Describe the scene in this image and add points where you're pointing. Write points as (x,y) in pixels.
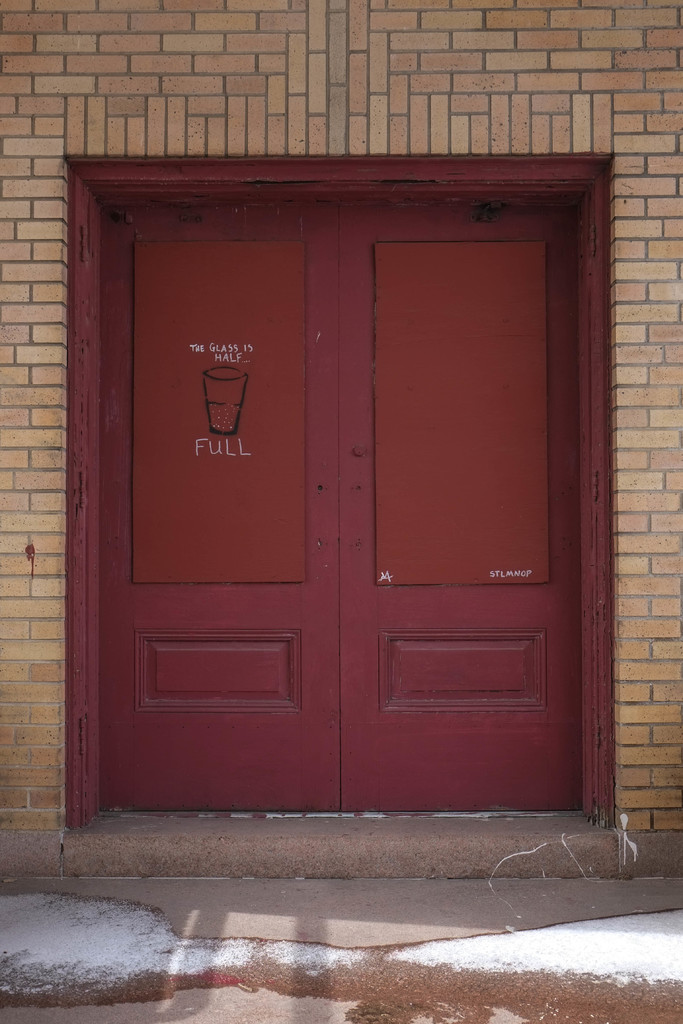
In the picture we can see door (218,553) which is in red color and there is brick wall (343,94).
